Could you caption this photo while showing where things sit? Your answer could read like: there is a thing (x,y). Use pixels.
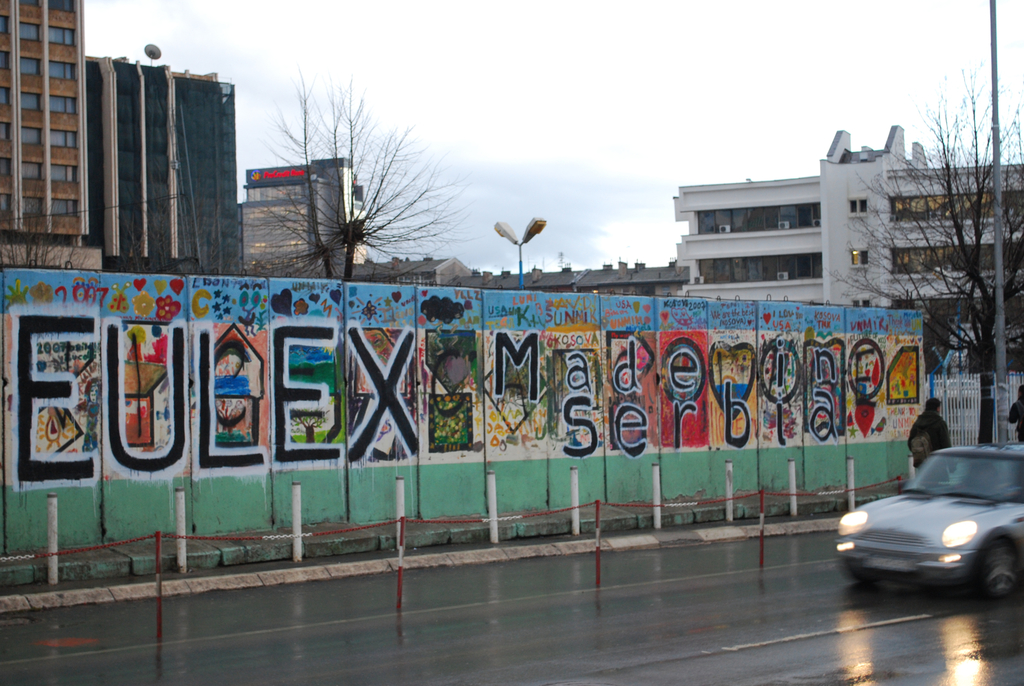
In this image contains a car (918,558) on the road (807,585) in which there is a person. There are two persons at the right side (936,430). There is a wall (841,390) and a fence (957,436). Behind there is a street light (501,232), trees (308,257) and building (237,239). At top of image (190,43) there is a sky (585,147).
